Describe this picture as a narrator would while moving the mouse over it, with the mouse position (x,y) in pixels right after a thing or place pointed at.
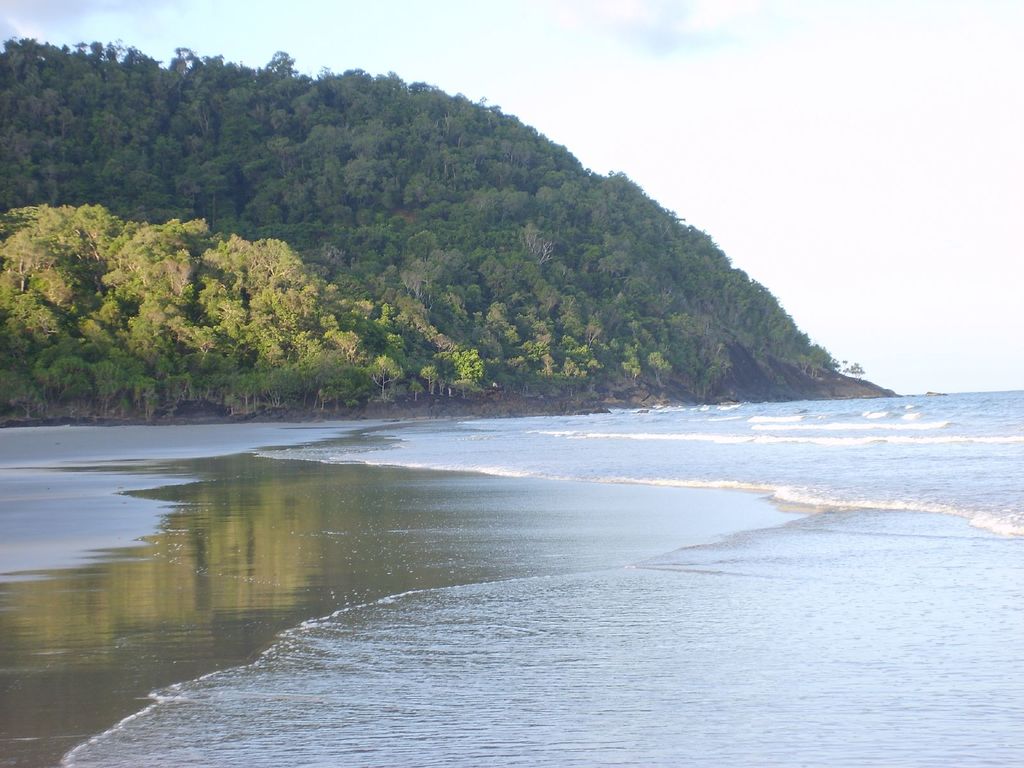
It seems like a beach (531,488) in which there is water (614,561) at the bottom (502,578). In the background (383,249) there is a hill (395,193) on which there are so many trees (502,246). At the top (705,57) there is the sky (739,44).
